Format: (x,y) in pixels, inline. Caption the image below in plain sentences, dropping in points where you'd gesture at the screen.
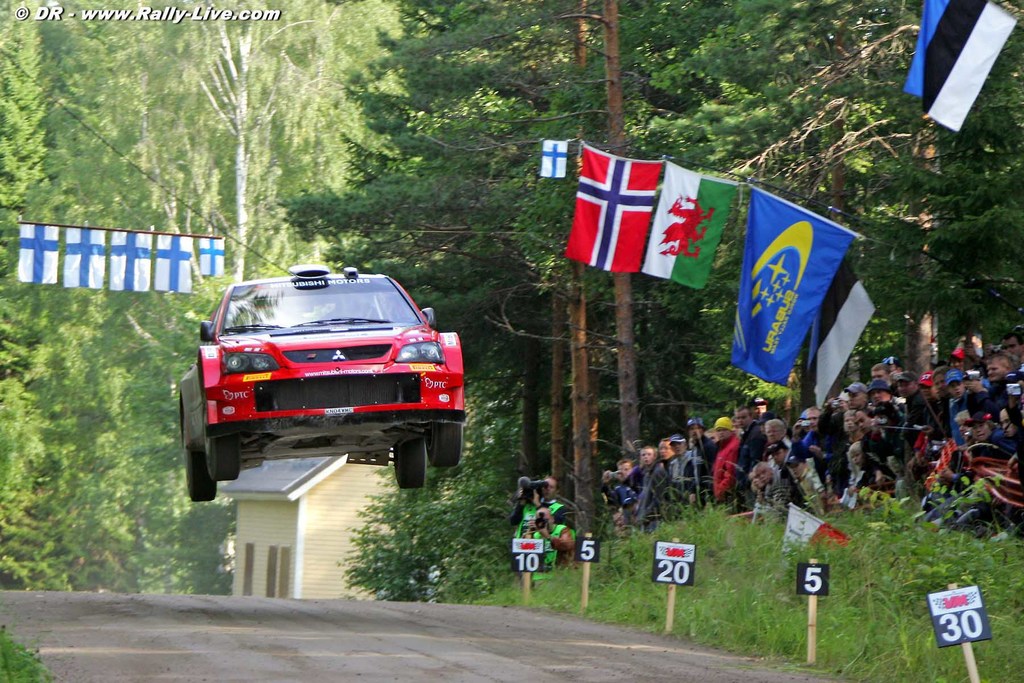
In this picture we can see few flags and a car (352,343) in the air, on the right side of the image (803,594) we can see few boards (799,592), grass (742,552) and group of people (833,472), in the background (345,188) we can find few trees (351,204) and a house (307,512), in the top left hand corner (202,12) we can see some text (178,21) and we can find few people (561,506) holding cameras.
